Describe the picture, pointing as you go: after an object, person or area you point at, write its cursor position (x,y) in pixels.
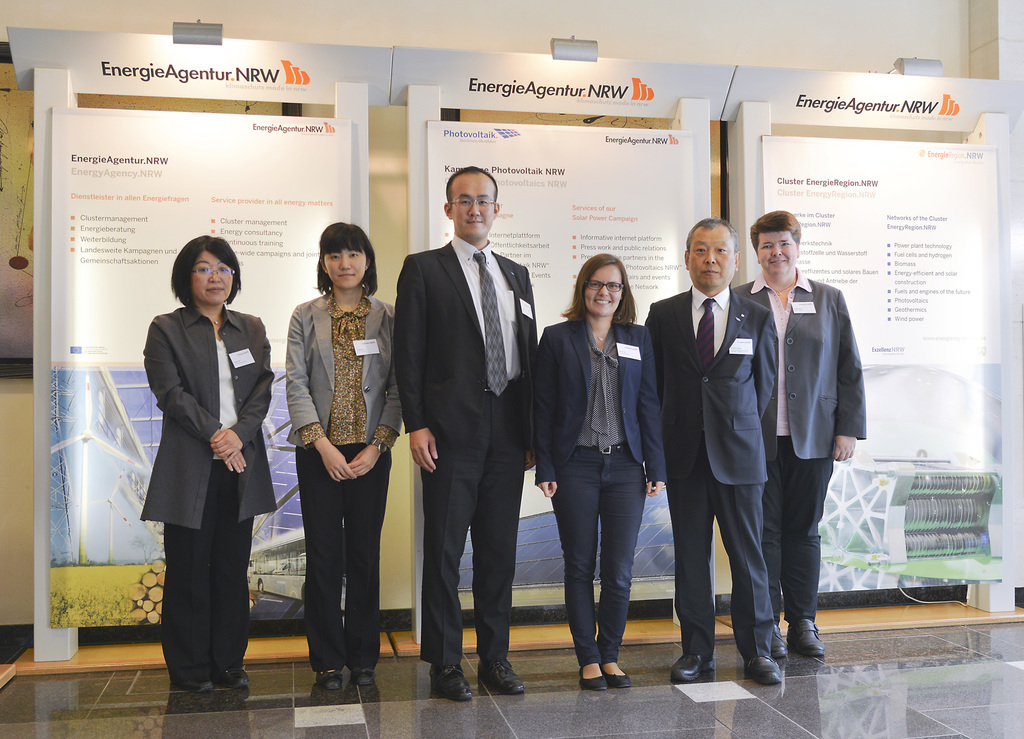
Here I can see few people (492,397) are standing on the floor (383,682), smiling and giving pose for the picture. At the back of these people (766,228) there are three boards (128,188) on which I can see the text (106,195). In the background (22,316) there are few frames (17,330) attached to the wall (15,476).
